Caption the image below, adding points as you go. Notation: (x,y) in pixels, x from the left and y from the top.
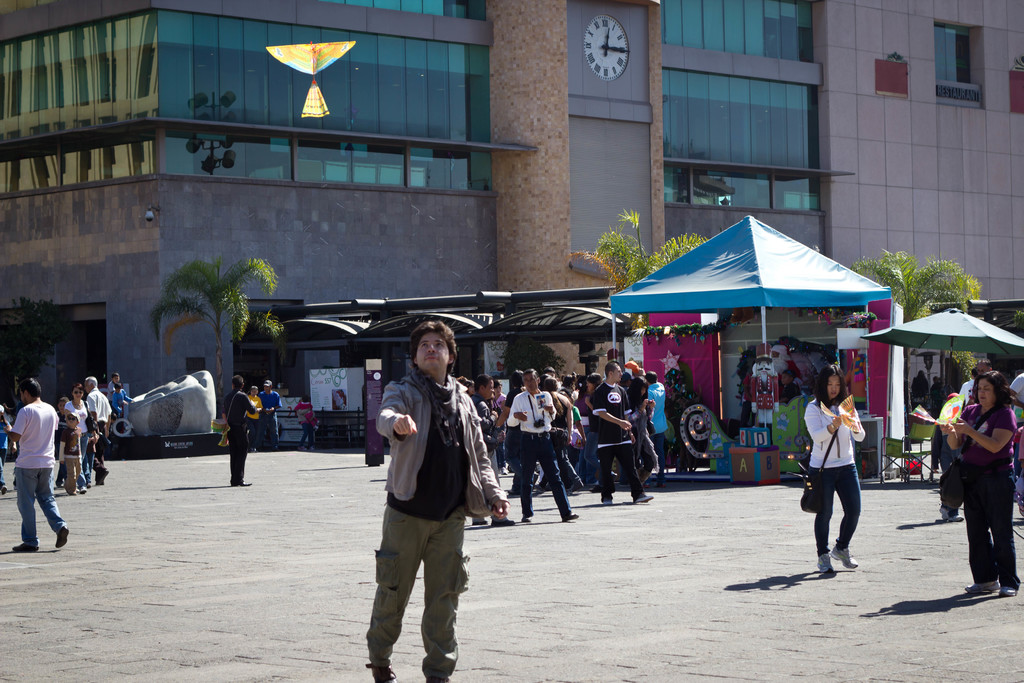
In this image I can see some people (73,462). In the background (132,331), I can see the trees (654,260) and a building (436,145).
